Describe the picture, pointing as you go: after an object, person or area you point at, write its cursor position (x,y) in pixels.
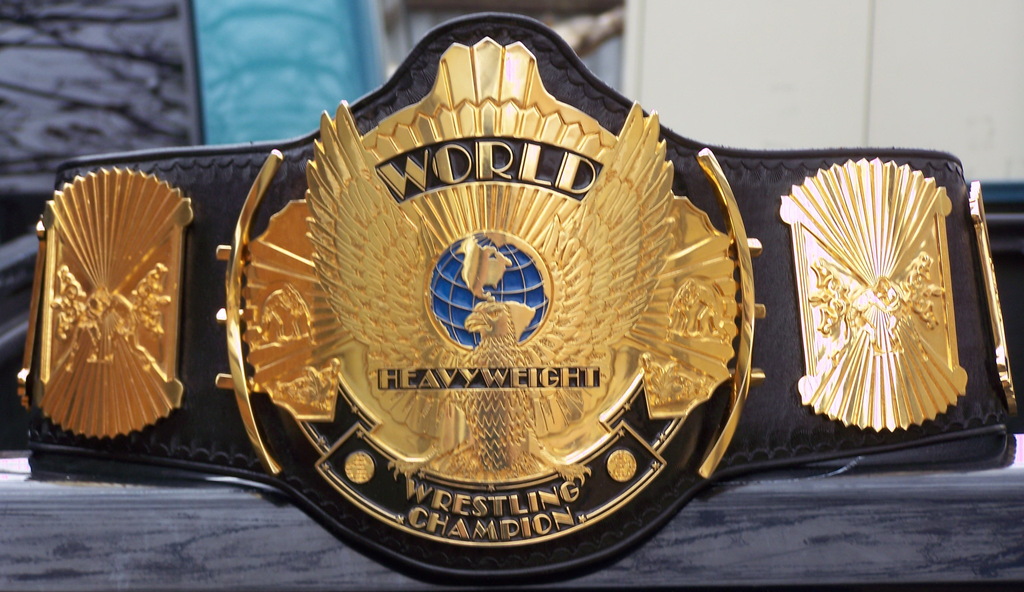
Here in this picture we can see a world heavyweight wrestling championship belt (464,407) present on the table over there.
